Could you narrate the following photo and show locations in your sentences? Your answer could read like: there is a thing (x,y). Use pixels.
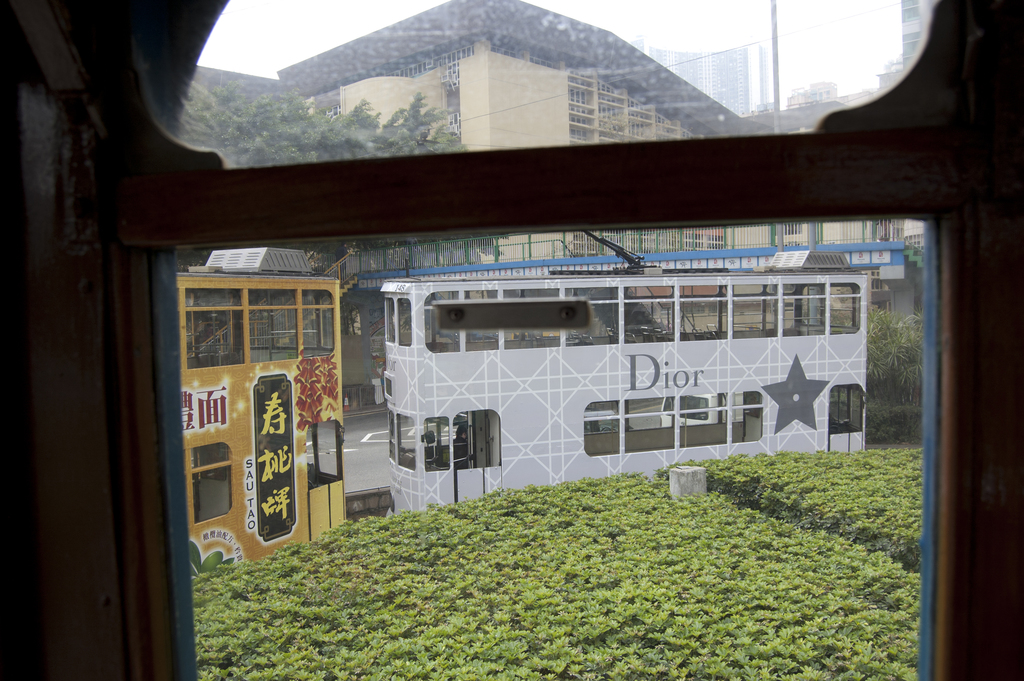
In this image we can see buildings (514,97), locomotives (509,297), railings (505,238), electric poles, electric cables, bushes (851,497), trees (872,352) and sky (271,54).
